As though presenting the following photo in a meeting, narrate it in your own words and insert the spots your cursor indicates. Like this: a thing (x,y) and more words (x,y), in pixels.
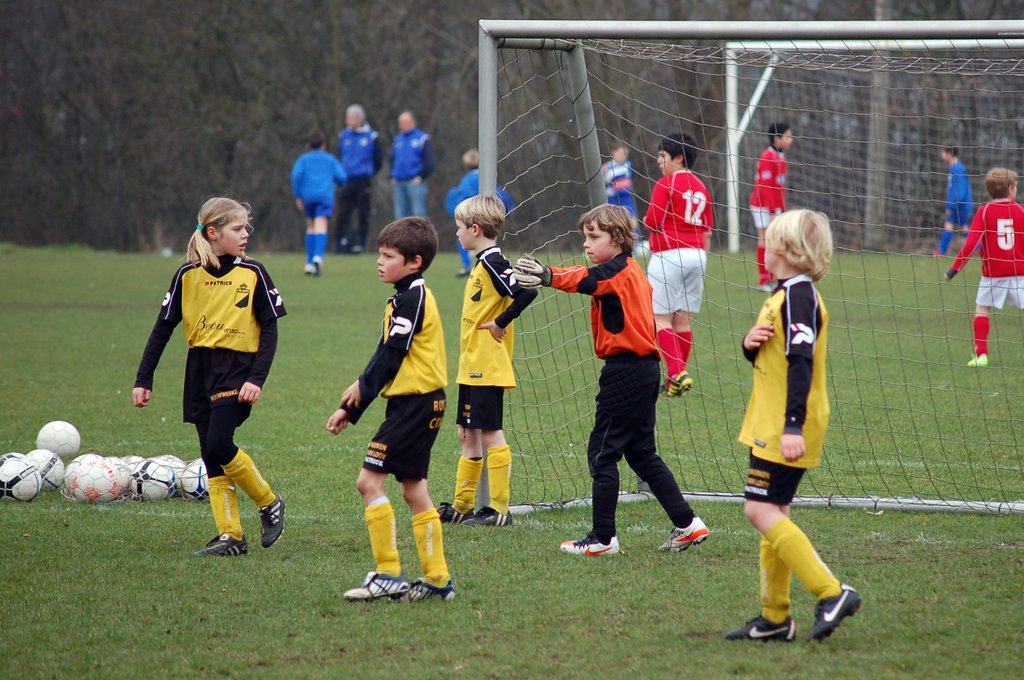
In this picture I can observe some children (265,312) walking in the ground (138,337). On the left side (101,485) I can observe footballs (87,462) placed on the ground (97,450). On the right side (810,60) I can observe goalposts (916,71). In the background (454,84) there are trees (255,65).
